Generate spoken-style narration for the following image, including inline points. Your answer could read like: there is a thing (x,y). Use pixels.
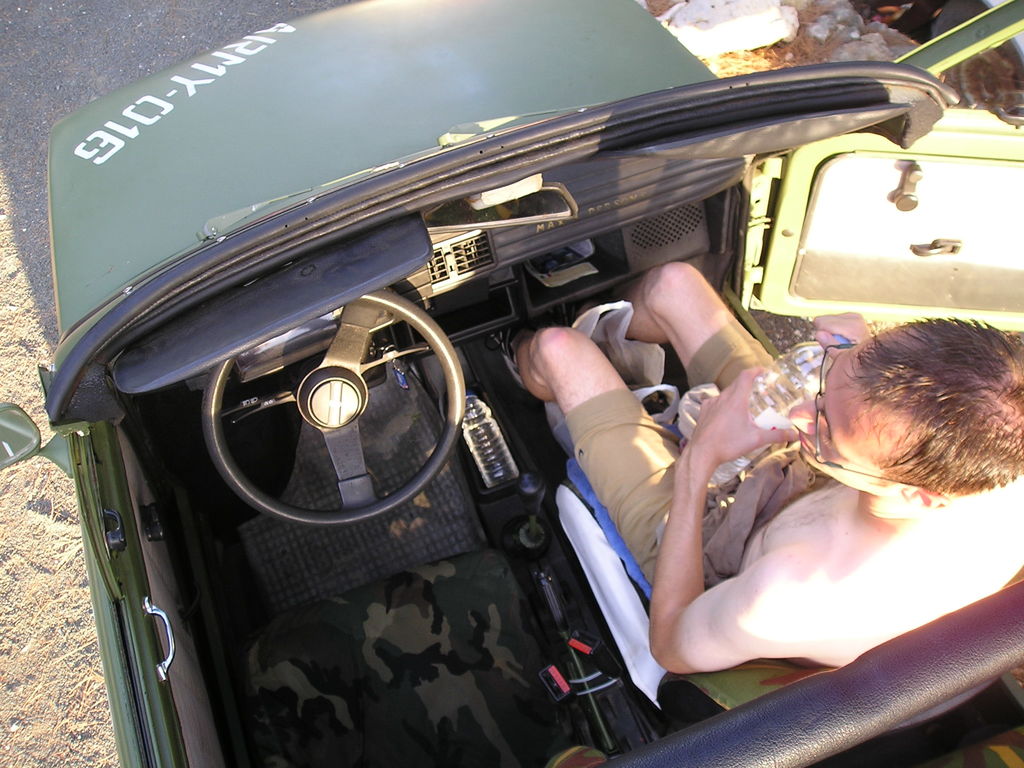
There is a person (629,442) sitting in the car (708,246).
